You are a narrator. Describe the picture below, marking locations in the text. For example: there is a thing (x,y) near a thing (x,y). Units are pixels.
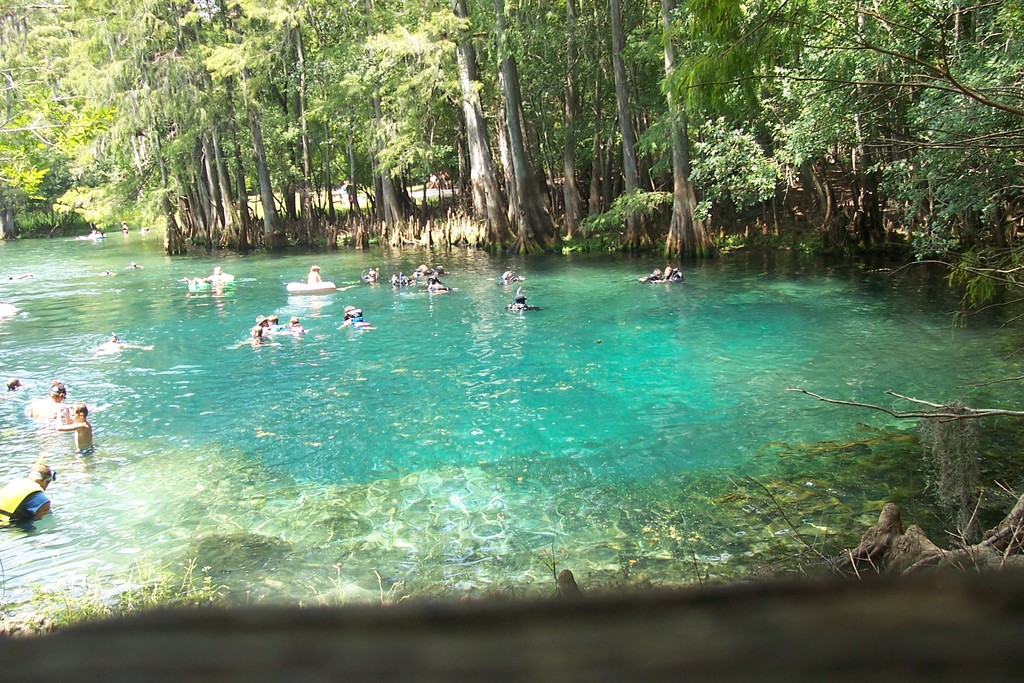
In the image there are few people (21,497) swimming in the river (248,277) and around the river (54,248) there are many trees (463,157).
